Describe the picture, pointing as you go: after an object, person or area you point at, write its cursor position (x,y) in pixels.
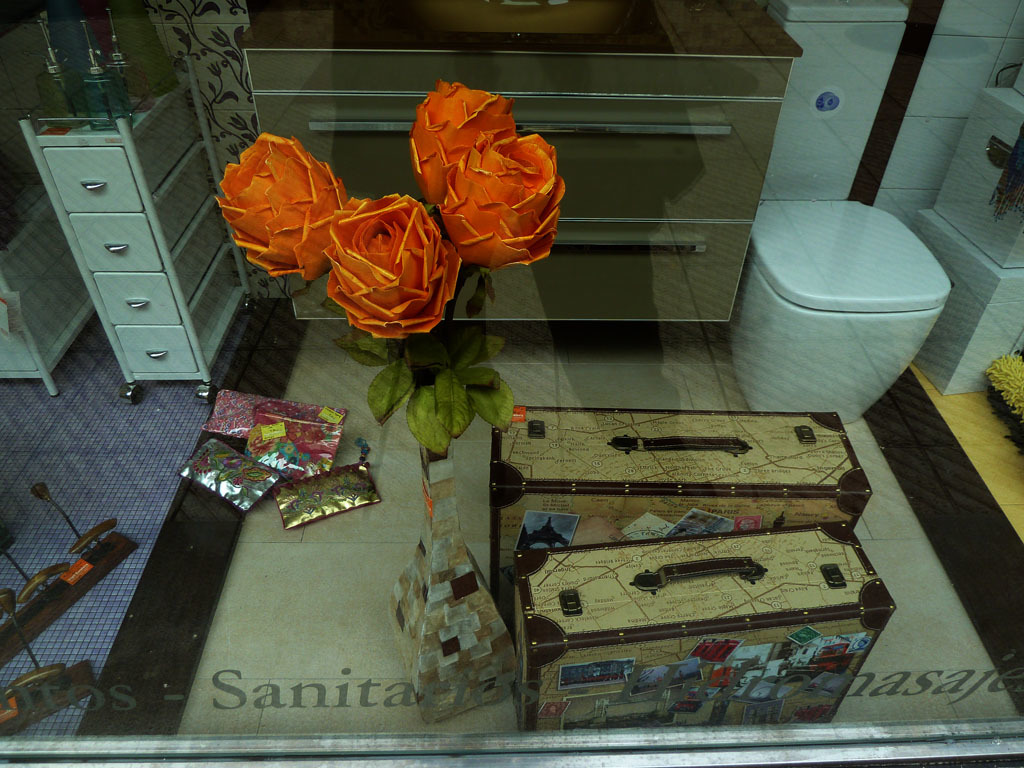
In the picture we can see a floor (946,559) with two boxes (509,449) and one white color box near the wall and beside it we can see desk (616,127) with sink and beside it we can see another desk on it we can see some things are placed and we can see an artificial plant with flowers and some gift packs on the floor (299,677).
